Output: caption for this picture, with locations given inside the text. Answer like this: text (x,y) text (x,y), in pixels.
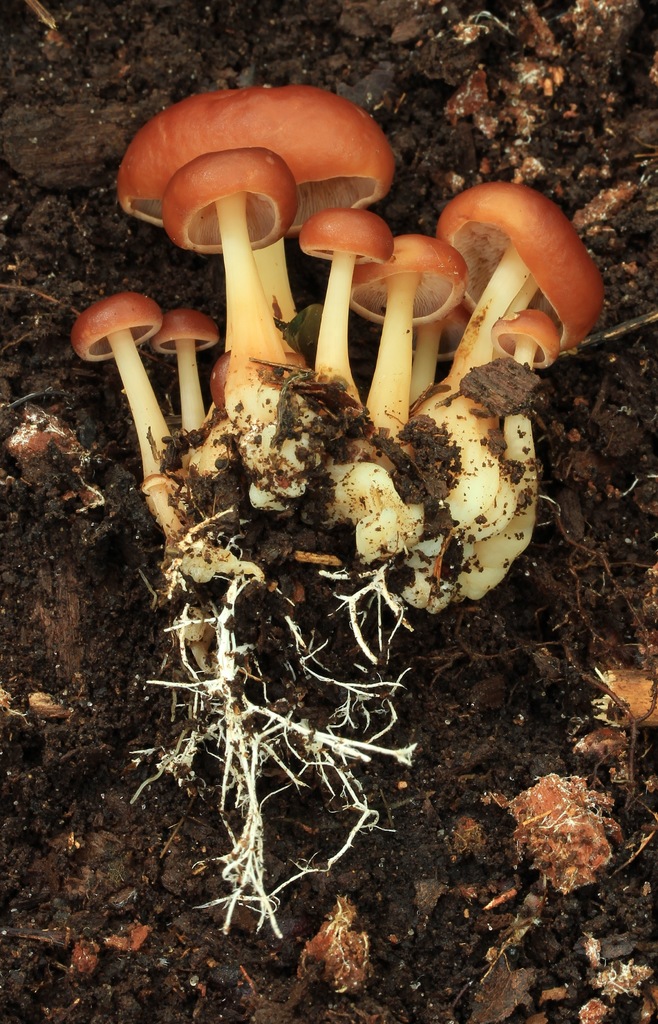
In this image there are mushrooms (413,556) with roots (183,611) on the path (23,549).
